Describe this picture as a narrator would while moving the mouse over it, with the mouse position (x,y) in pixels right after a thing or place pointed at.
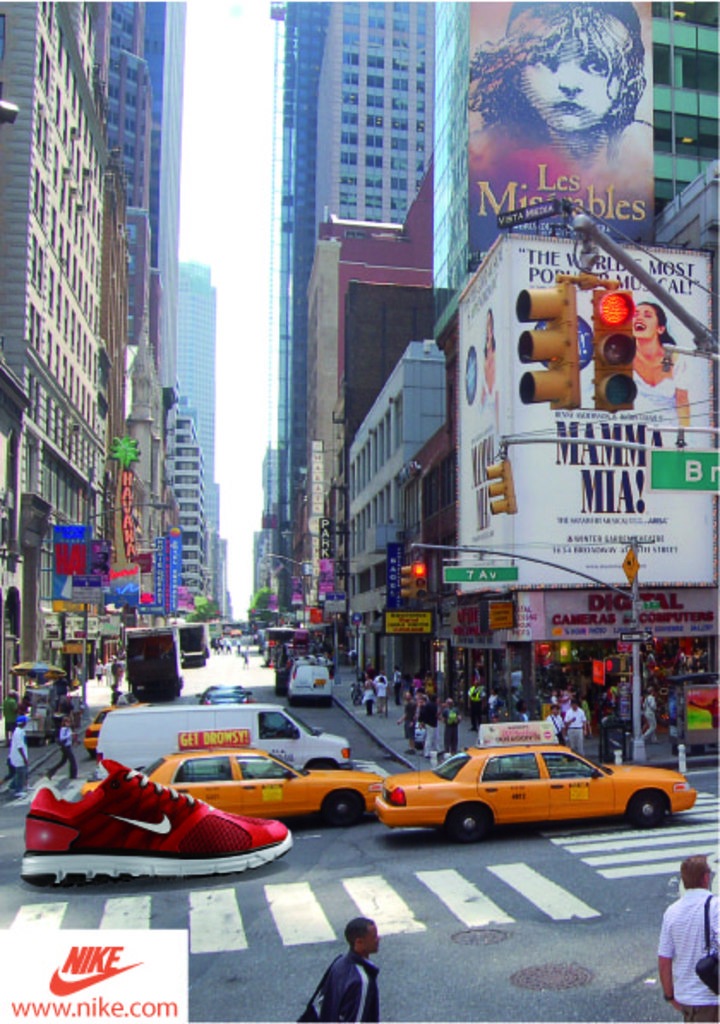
In this image I can see few vehicles (265,784) and red color shoe (212,820) is on the road (403,854). Back Side I can see signboard (508,577), traffic signal (410,577), poles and few people (114,686) are around. I can see buildings (352,141) and windows (357,54). Banner (562,435) is attached to the wall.
